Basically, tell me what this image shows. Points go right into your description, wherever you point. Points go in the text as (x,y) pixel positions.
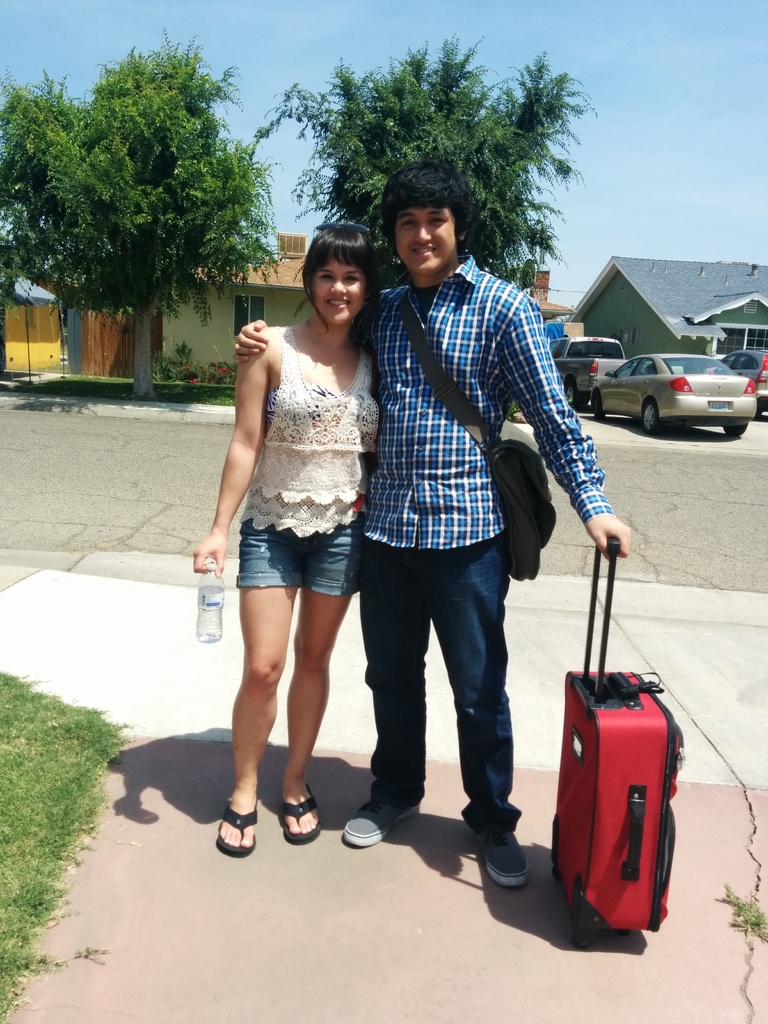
In this image i can see a woman (296,462) in white top (285,473) and blue shorts (268,558) is standing and holding a bottle (201,586), and a man (400,465) is wearing a blue shirt (421,459) and blue jeans (458,594) and a bag (503,493) is standing and holding a bag (619,777). In the background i can see the road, few cars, few buildings (690,343), few trees (179,139) and the sky (644,100).
